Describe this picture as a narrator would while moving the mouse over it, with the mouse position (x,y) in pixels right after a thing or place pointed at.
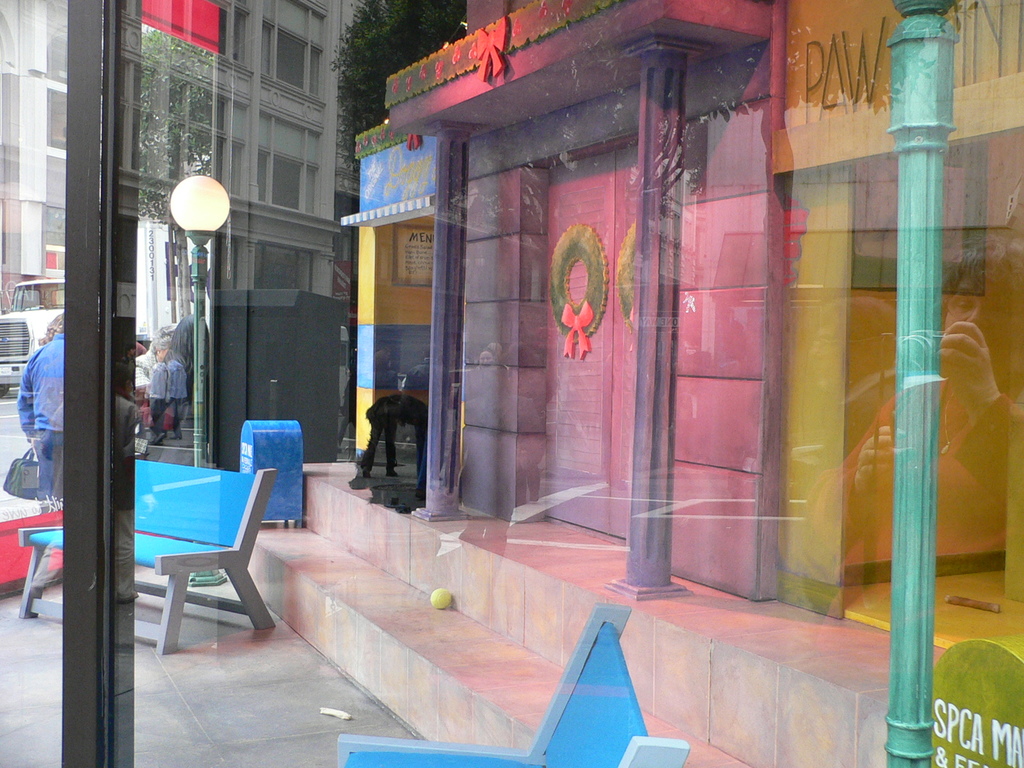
In this picture we can see glass (539,487), few benches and buildings (314,202), in the background (172,329) we can find few people (168,360), trees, light (180,216) and a truck (19,334).
